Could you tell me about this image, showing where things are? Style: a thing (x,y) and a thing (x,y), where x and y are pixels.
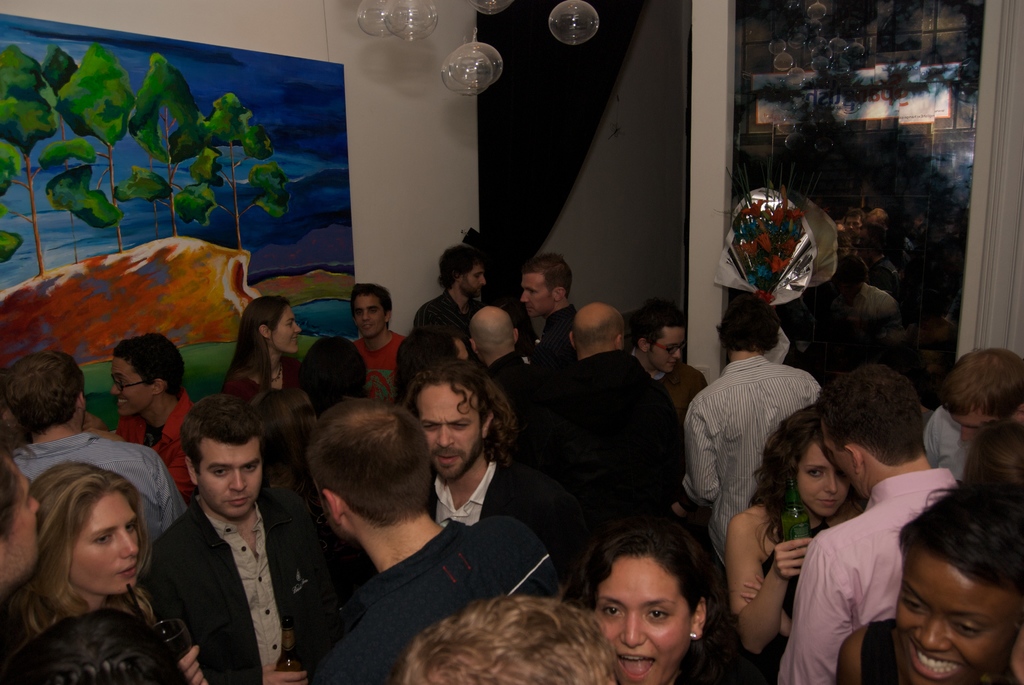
In this image I can see number of persons (456,530) are standing on the floor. I can see the wall (463,220), a board (240,177) attached to the wall (417,51), few glass objects (406,16) hanged and a glass window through which I can see another building (787,109).
